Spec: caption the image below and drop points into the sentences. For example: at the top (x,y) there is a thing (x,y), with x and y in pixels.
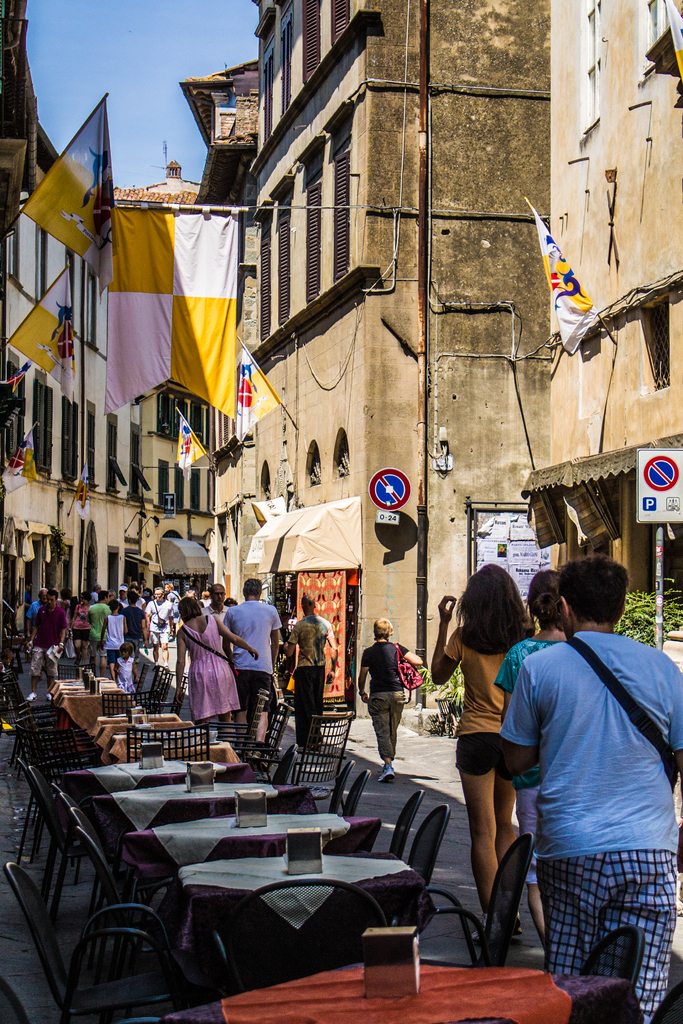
In this image we can see a few people (557,666) who are walking on the road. Here we can see a table (254,827) and chair (56,791) arrangement on the left side (157,799). Here we can see flags (184,355) and buildings (330,416).
